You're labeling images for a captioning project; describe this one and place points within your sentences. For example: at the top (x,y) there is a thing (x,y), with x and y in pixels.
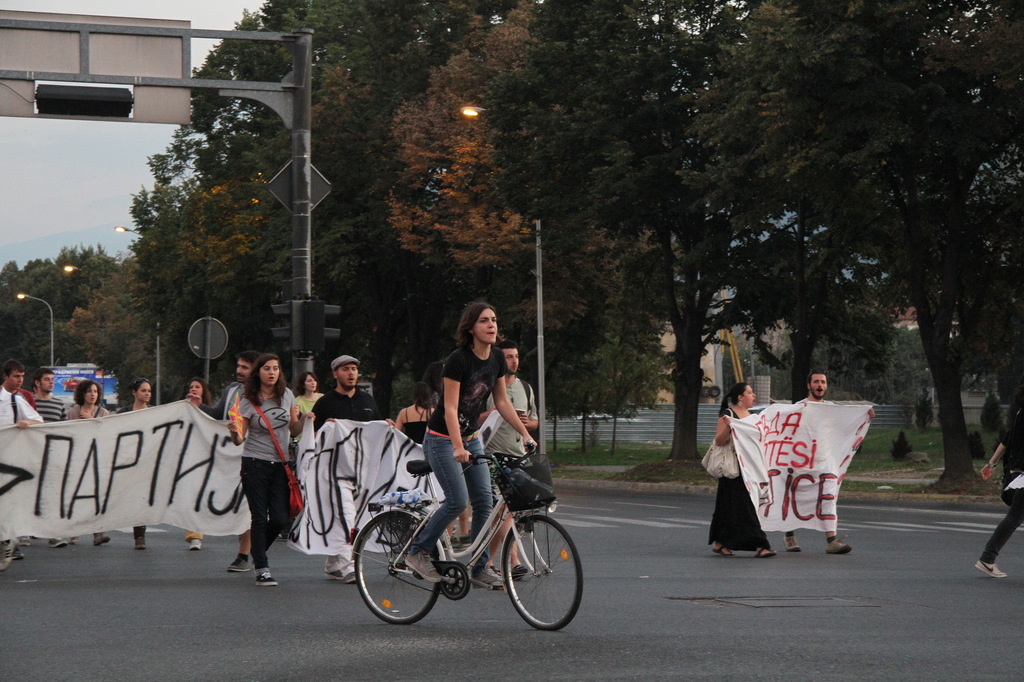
This picture shows a woman (473,313) riding a bicycle (439,498) and few people (15,384) walking on the road (586,552) holding a banner (371,458) and we see trees (226,274) around and pole lights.
